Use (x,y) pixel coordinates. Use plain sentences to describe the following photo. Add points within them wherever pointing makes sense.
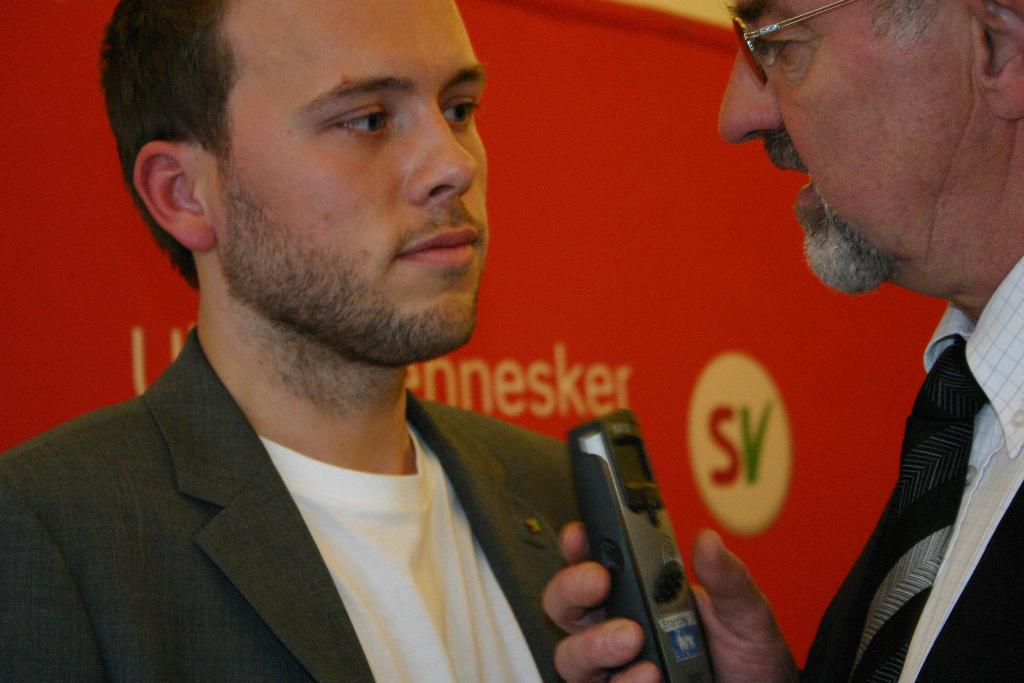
In this image I can see two persons (432,681). In front (1013,500) the person (998,540) is wearing white color shirt (1001,495) and black color tie (936,491) and holding some object (615,415). In the background (575,349) I can see the board (578,289) in red color.
